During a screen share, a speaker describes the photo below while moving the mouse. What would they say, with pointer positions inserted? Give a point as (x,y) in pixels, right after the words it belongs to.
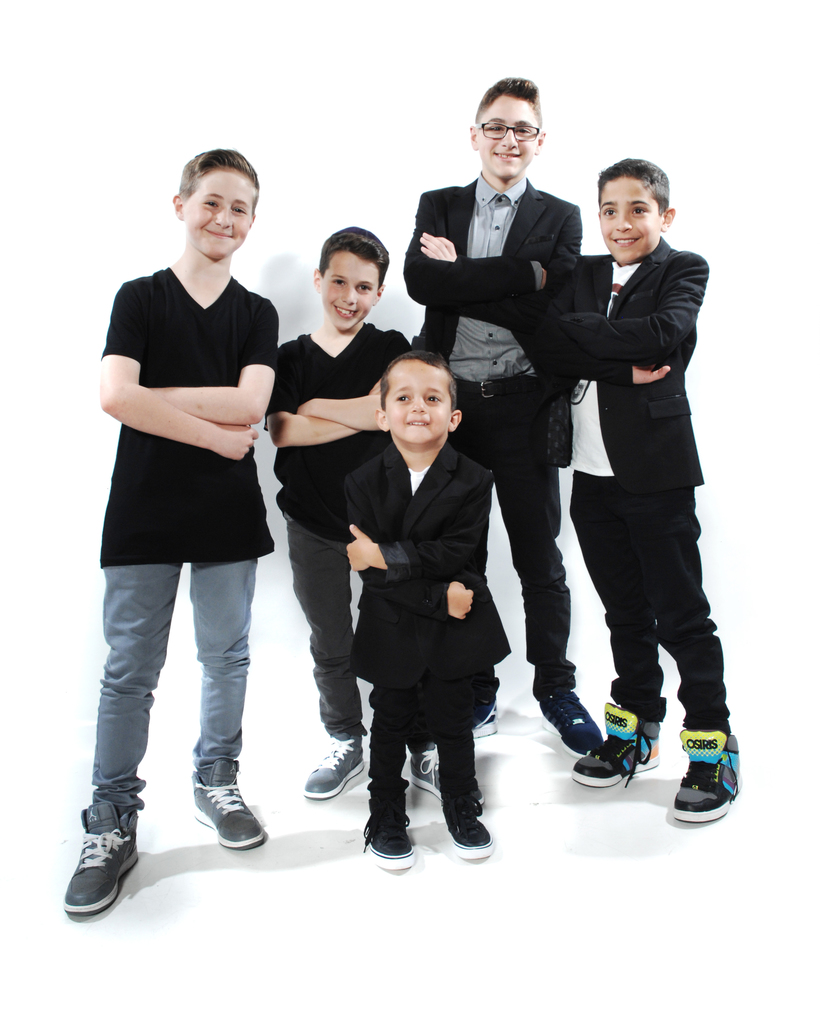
In this picture I can see five boys (696,712) standing and smiling, and there is white background (382,49).
